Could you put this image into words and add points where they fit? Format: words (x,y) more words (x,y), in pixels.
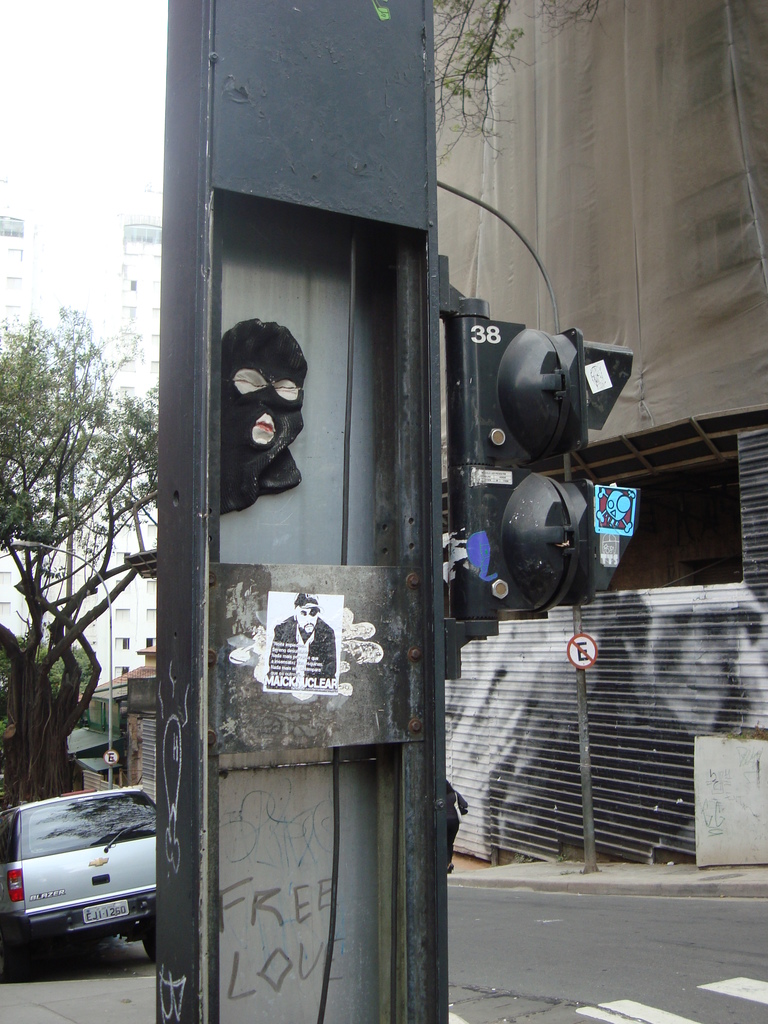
In this image I can see a pole (206,319) in the front (361,349) and on it I can see a black colour face mask (248,472), a paper (318,593) and few lights (446,327). In the background (460,929) I can see a road (511,962), a car (145,817), few trees (43,679), few sign boards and few buildings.
